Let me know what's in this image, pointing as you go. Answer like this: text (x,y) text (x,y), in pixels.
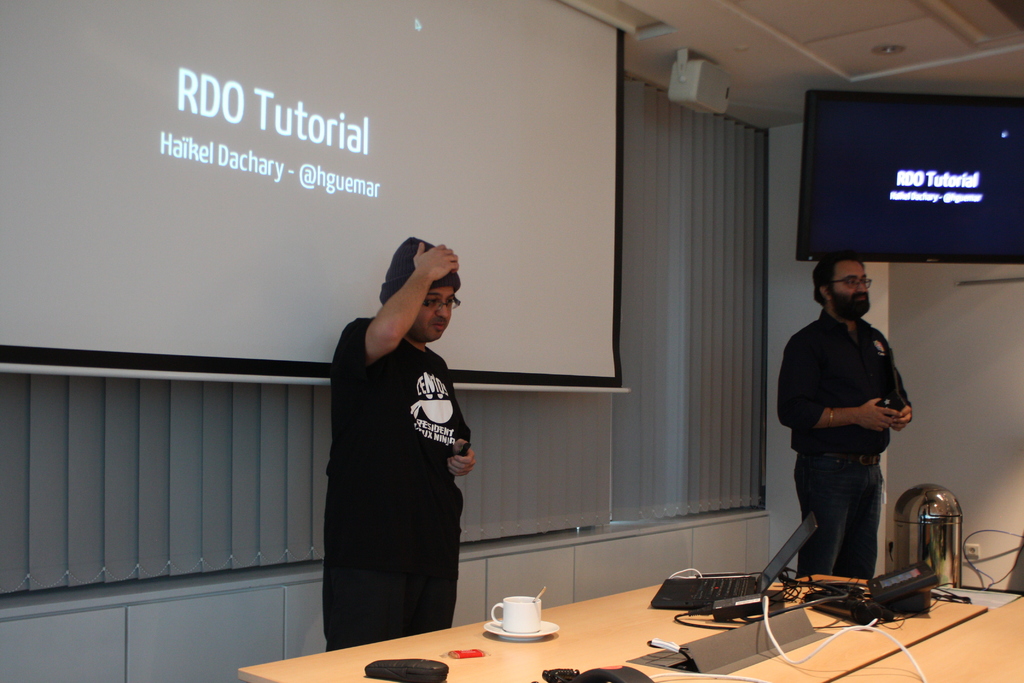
This is an inside view of a room (636,607). At the bottom (599,628) there is a table (631,632) on which a teacup (507,605), laptop (759,581), cables (856,598) and some other objects (868,610) are placed. In the middle of the image (411,410) there are two men (822,335) wearing black color dresses (377,433), standing facing towards the right side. The man (834,366) who is on the right side (840,383) is holding an object (893,393) in the hands (888,420). At the top of the image (497,171) there are two screens (595,146) on which I can see some text (892,201). In the background (662,173) there is a curtain (636,444) to the window (583,475) and also I can see the wall (922,345).
